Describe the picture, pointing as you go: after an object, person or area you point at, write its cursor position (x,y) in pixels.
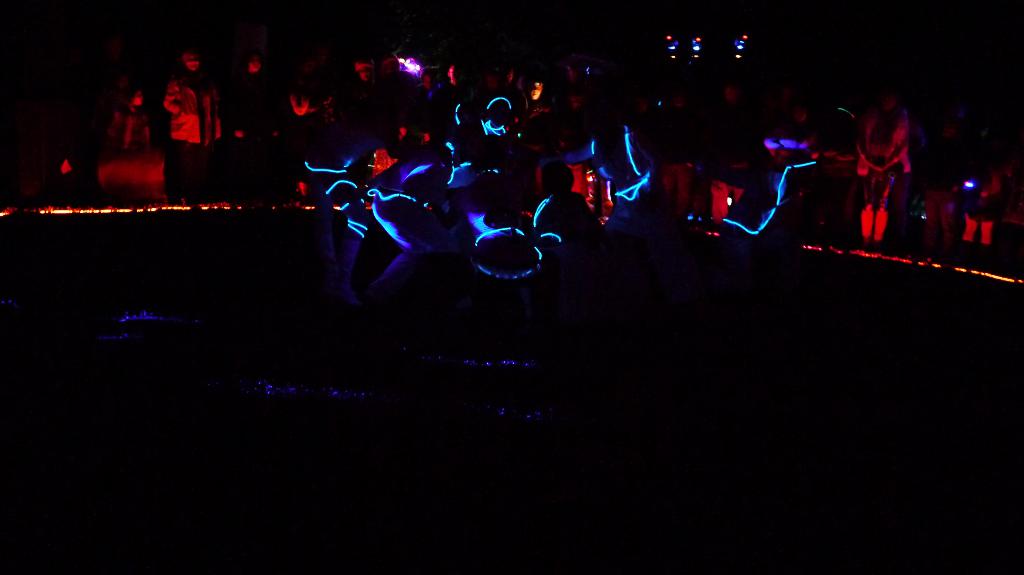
In this picture we can see a group of people (179,151), lights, some objects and in the background (600,54) it is dark.
